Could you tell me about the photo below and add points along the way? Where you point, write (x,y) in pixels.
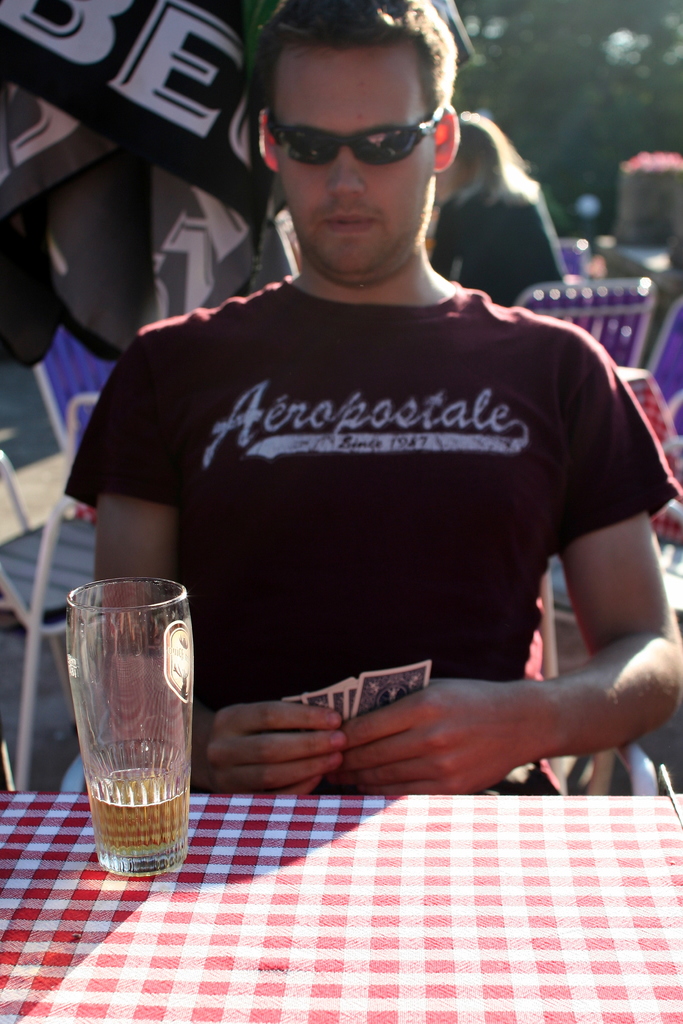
In this image, there is a table (415,968) which is covered by a red cloth (369,873), there is a glass (139,755) on the table (170,899) which contains a drink (140,801) and there is a man (330,489) sitting on the chair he is having some cards (346,698) in his hands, In the background (497,206) there are some persons (486,213) sitting on the chairs (578,245) and there are some trees (540,78) which are in green color.
